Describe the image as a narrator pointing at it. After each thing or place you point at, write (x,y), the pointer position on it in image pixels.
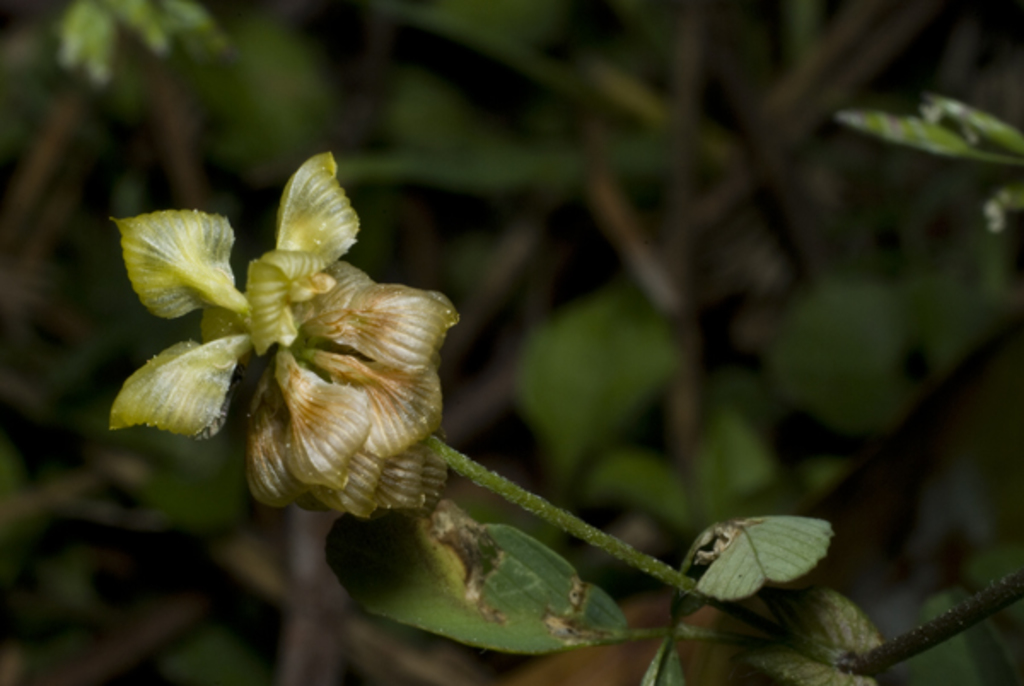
In this picture I see a plant (256,332) in front (725,579) and it is green and black color in the background (823,445).
